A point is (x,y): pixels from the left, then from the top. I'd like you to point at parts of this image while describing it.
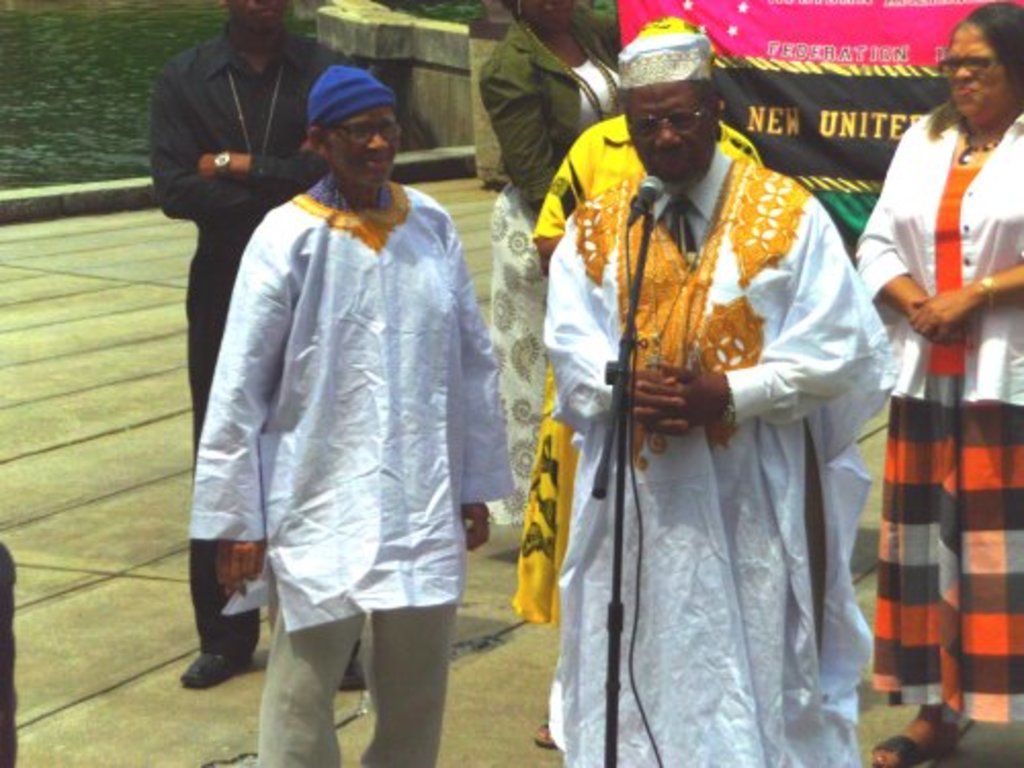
In this image there are a few people (449,238) standing. In the center (641,271) there is a microphone (642,200) to its stand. Behind them there is a banner (804,55) with the text (788,111). In the top left (106,61) there is the water (73,98).
